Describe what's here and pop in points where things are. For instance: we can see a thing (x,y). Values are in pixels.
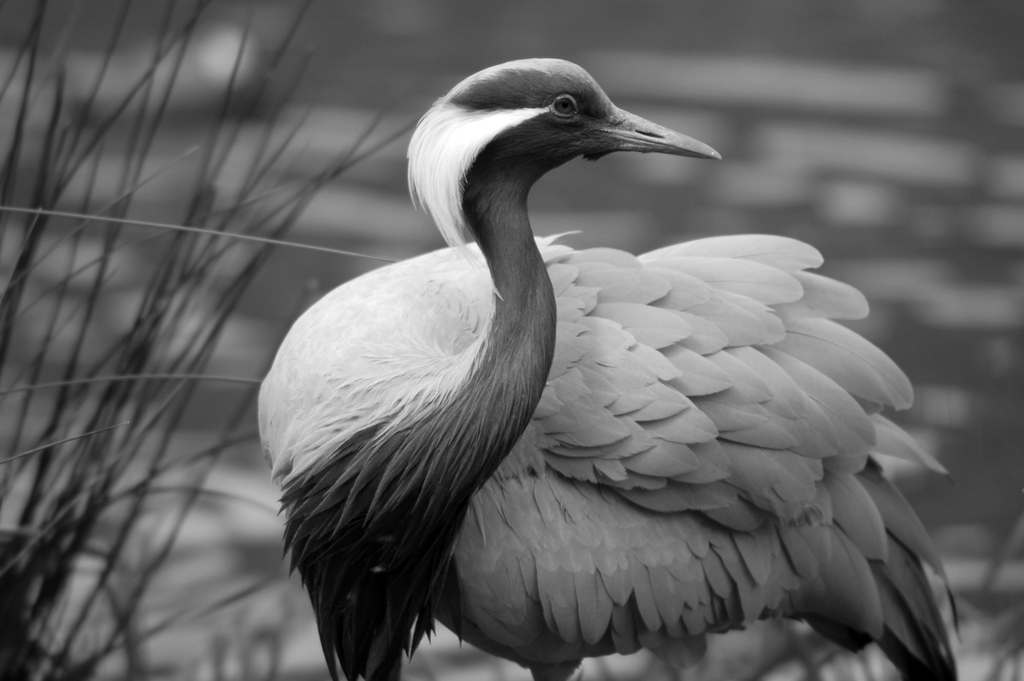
This picture contains a bird (644,374) in white color. Beside that, we see grass (89,432). In the background (400,202), it is blurred and this is a black and white picture.
